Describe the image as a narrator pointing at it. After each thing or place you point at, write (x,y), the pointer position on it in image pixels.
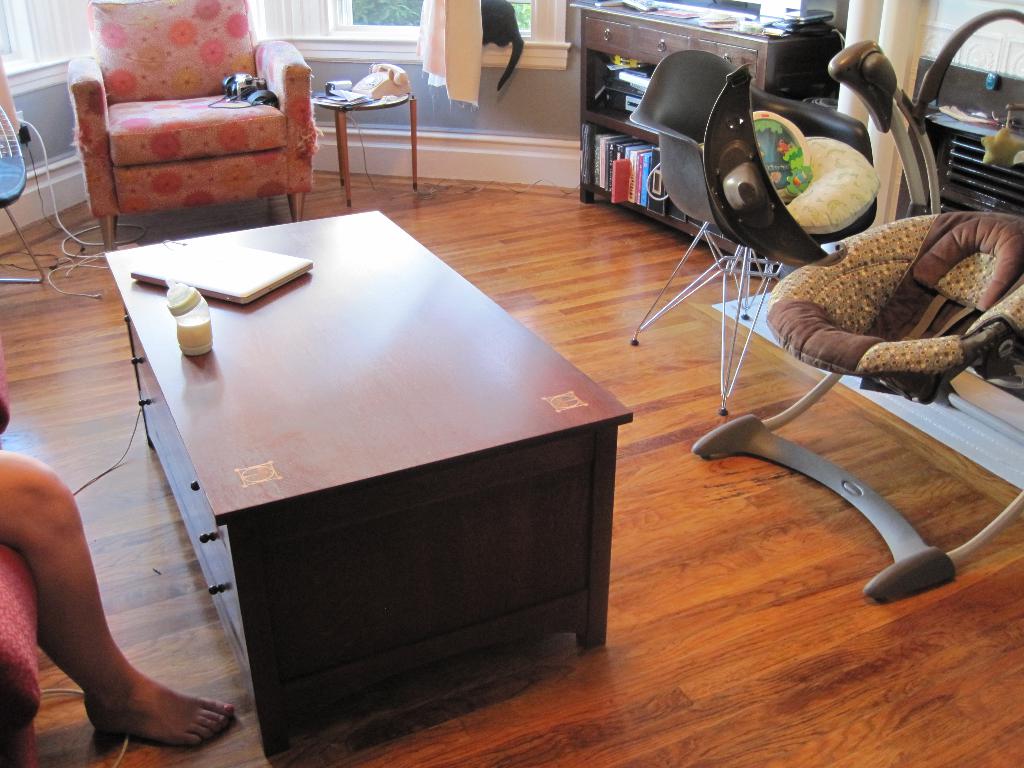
This picture might be taken inside the room (723,688). In this image, on the left side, we can see leg (4,451) of a person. In the middle of the image (453,321), we can see a table (354,287), on that table (347,287), we can see a milk bottle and laptop (238,282). On the right side (940,322), we can see some chairs (1020,319), table (781,78) and a shelf (813,46) with some book (654,159). In the background (190,197), we can see a couch (282,116) and other table (403,102), on that table (401,104), we can see a phone (380,67). In the background (368,1), we can also see a glass window (549,17).
